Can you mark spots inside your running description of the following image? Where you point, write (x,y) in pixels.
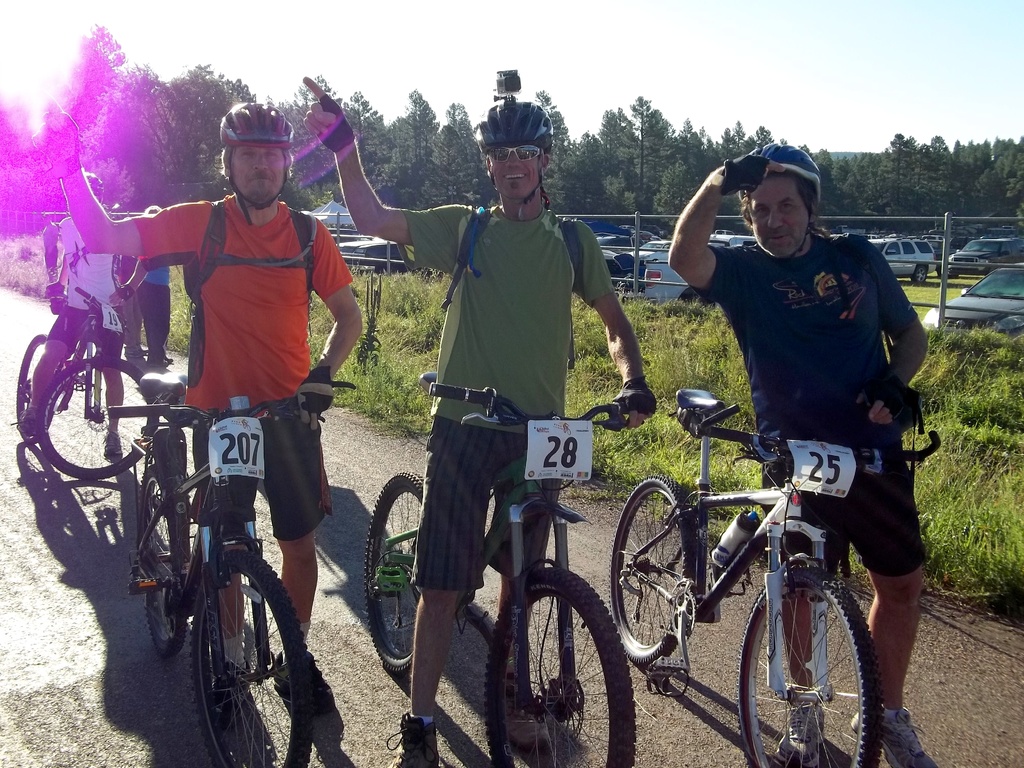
In this image I can see people (333,349) among them some are sitting on bicycle (279,412) and some are standing on the road (131,390) and holding bicycles (176,426). These people (557,300) are wearing helmets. In the background (580,353) I can see grass (581,322) fence (655,284) and vehicles (891,264) on the ground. In the background (398,168) I can see trees (380,168) and the sky (379,84).
